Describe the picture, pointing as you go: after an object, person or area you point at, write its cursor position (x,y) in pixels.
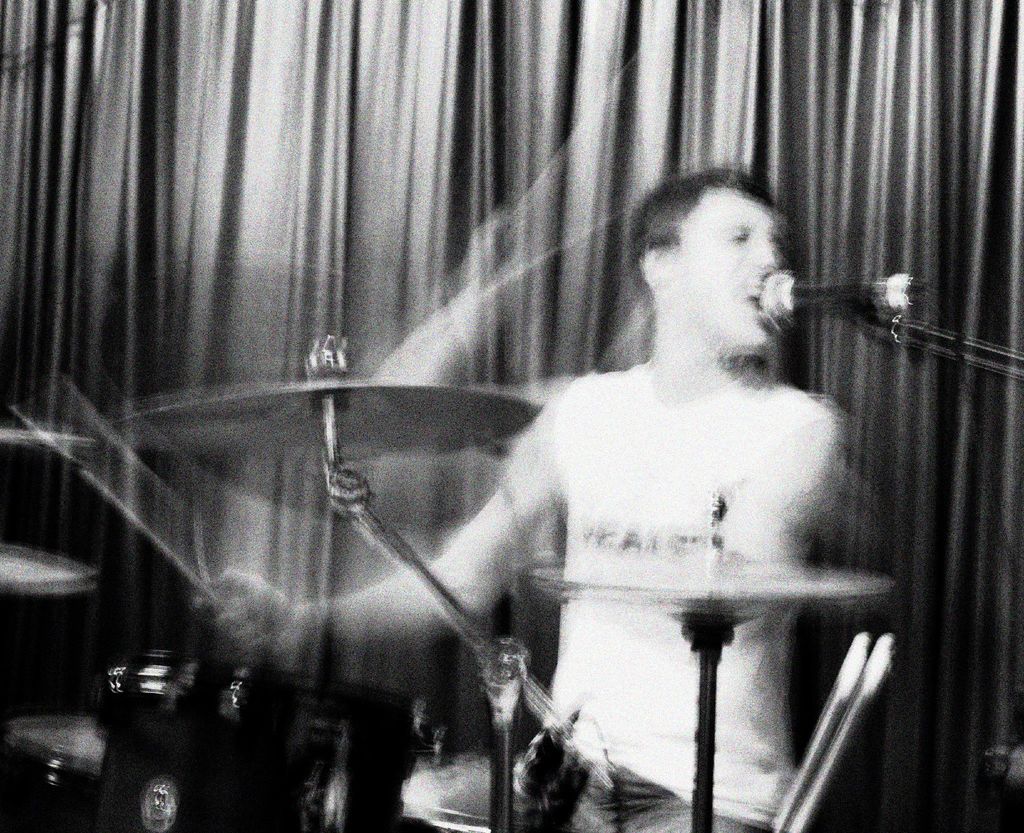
This is a black and white image. This picture might be taken inside the room (693,629). In this image, in the middle (667,488), we can see a man (814,398) sitting and he is also playing musical instrument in front of a microphone (865,294). In the background (740,121), we can also see the curtains (511,112).
